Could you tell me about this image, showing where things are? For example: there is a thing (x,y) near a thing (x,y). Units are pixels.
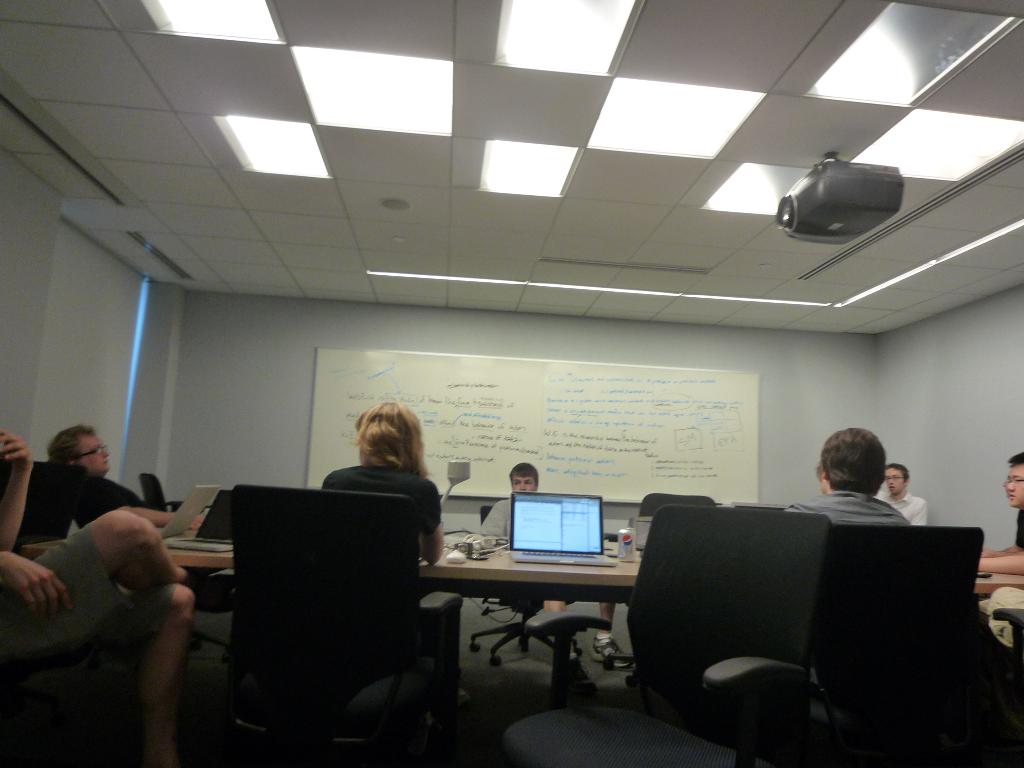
In the picture we can see a meeting room (60,514) with a table (981,584) around it we can see some people (91,508) are sitting on the chairs (880,704) and on the table (509,560) we can see some laptops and cool drink tin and behind it we can see a wall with white color board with some information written on it and to the ceiling (117,95) we can see some lights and a projector (812,210).
